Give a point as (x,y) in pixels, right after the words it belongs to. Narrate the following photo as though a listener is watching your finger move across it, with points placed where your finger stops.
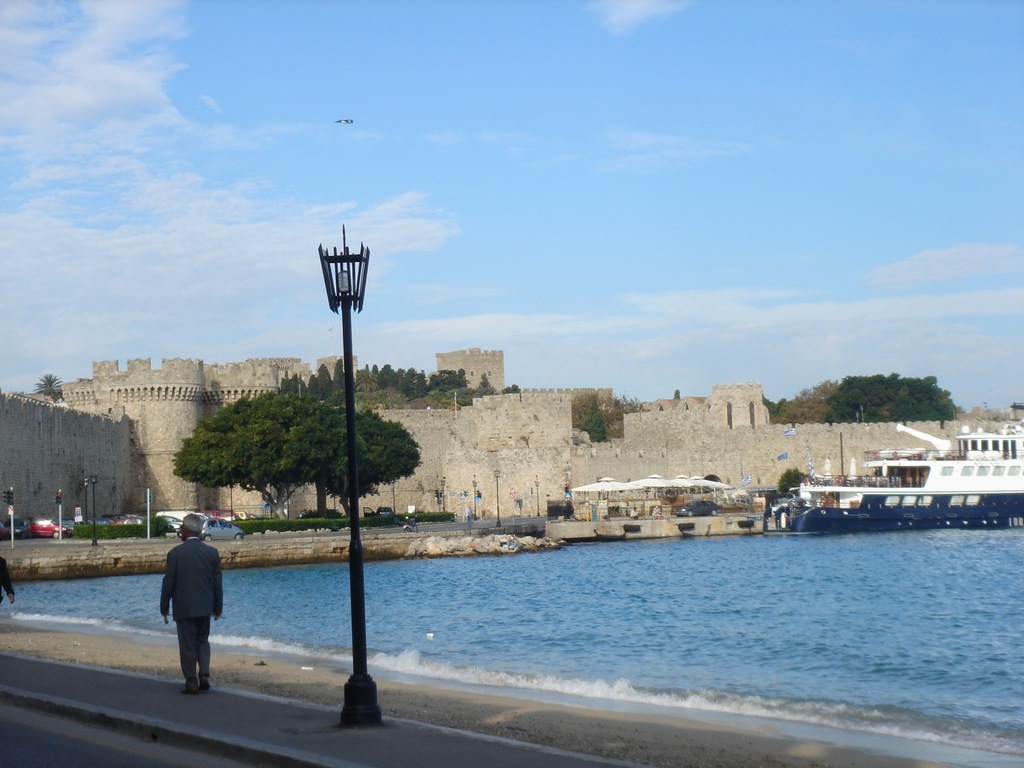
In this image on the left side (210,660) we can see a person (188,680) is walking on the footpath (354,751) and there is a light pole (361,713). In the background (333,473) we can see a ship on the water (972,614), trees (339,462), poles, vehicles (242,538) on the road (37,538), fort (29,484), tents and clouds (57,59) in the sky (642,48).
